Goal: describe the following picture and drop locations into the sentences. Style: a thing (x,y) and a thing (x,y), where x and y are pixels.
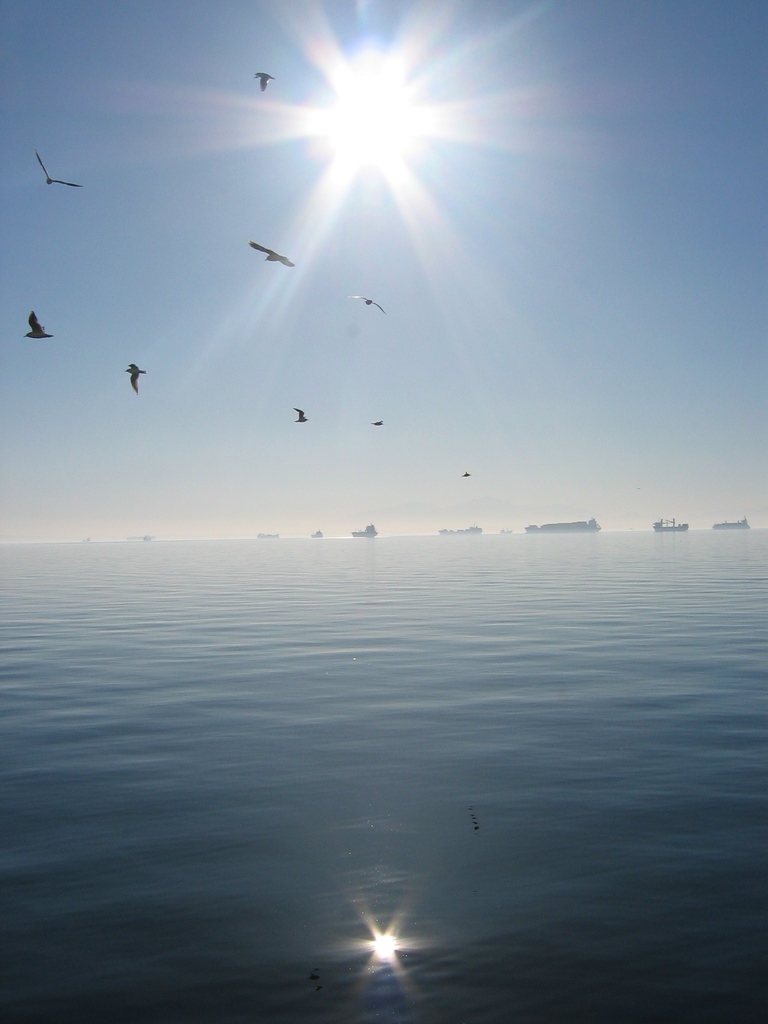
In this picture there is water (253,570) at the bottom side of the image (495,832) and there are birds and a sun (348,85) at the top side of the image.
